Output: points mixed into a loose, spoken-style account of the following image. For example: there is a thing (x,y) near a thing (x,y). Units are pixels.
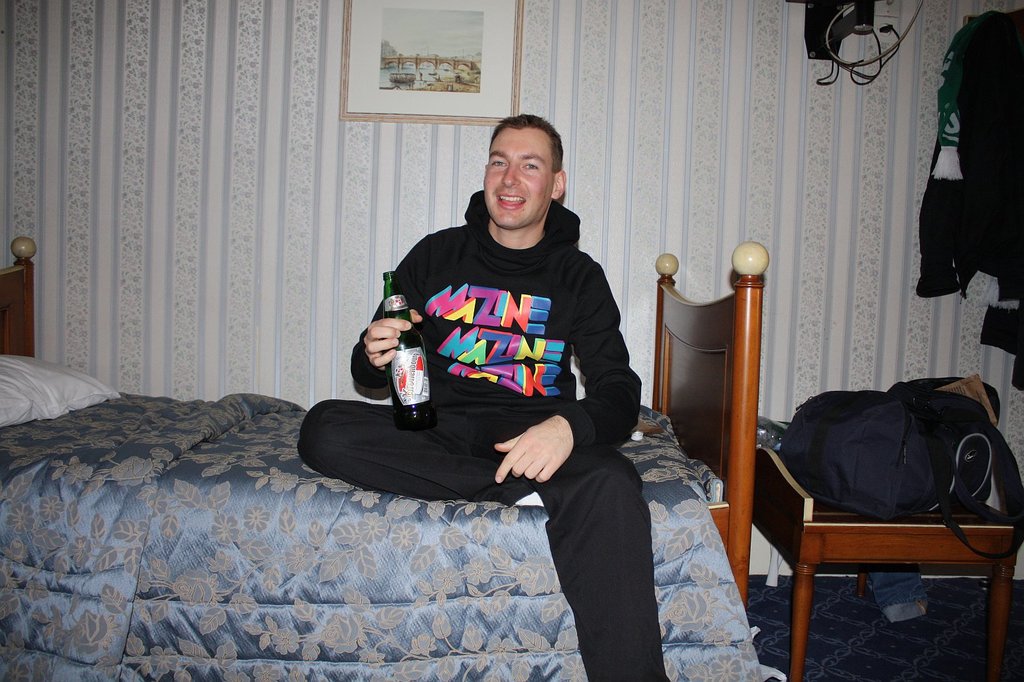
In this image i can see a in side view of a room (421,470) and there is a bed (144,475), on the bed (221,518) there is a person (353,424) sit and holding a bottle (400,373) on his hand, his smiling, back side of him there is wall (357,138) and on the wall (340,142) there is a photo frame (447,60) attached to the wall (544,60), on the right side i can see a chair (912,518), on the chair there is a bag (926,446) kept on the chair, on the right corner (874,10) i can see a cables (860,64) attached to the switch board (893,17).
